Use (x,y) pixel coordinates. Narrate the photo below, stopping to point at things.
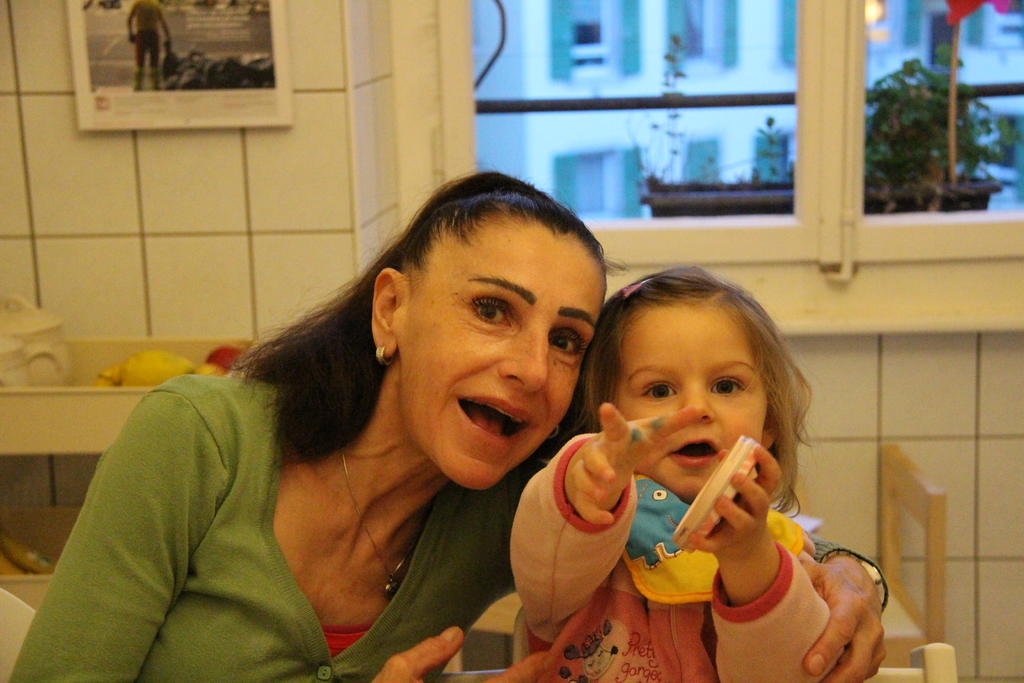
As we can see in the image there are white color tiles (250,253), photo frame (189,90), window (583,124), plant (933,147), shelves (59,548) and two people (666,454) over here. Outside the window (728,255) there are buildings (626,73).
